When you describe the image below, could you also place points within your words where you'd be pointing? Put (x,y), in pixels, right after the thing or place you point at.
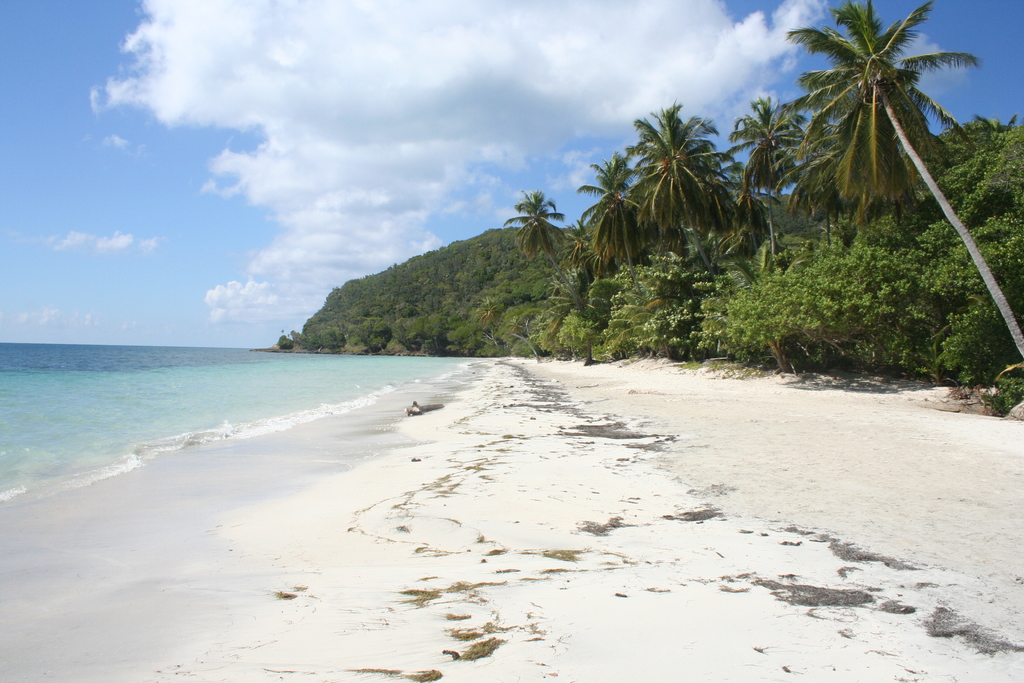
In this image we can see a beach (494,442). On the right side (857,352), we can see a group of trees (667,250). At the top (548,129) we can see the cloudy sky (362,122).
